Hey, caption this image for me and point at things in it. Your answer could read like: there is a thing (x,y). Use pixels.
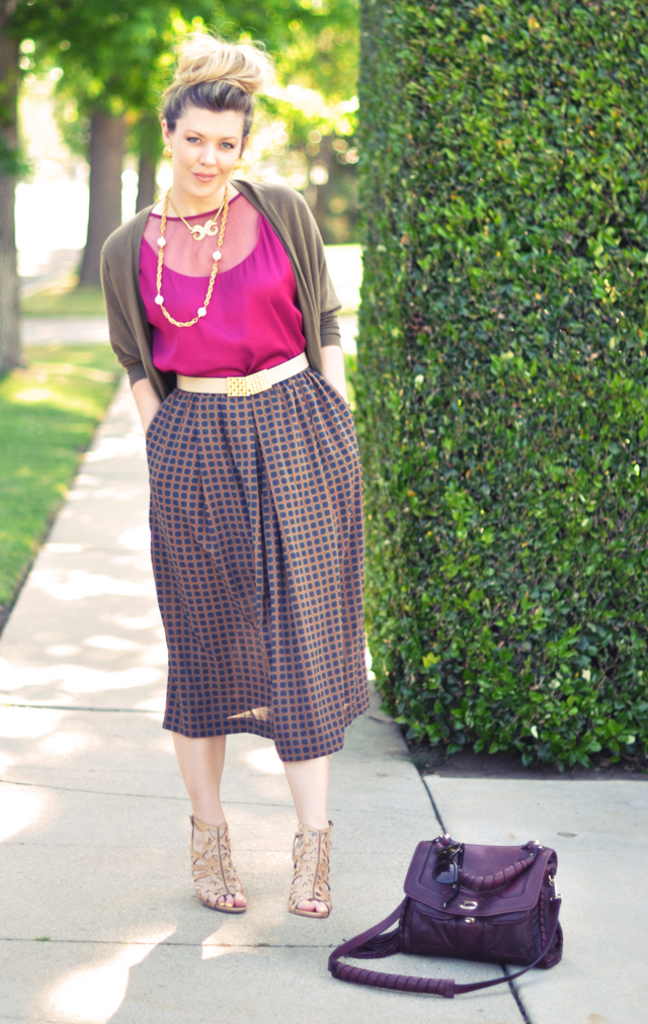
In the middle of the image (345,510) a woman (137,400) is standing and smiling behind her there are some trees (342,122). Bottom left side of the image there is grass (41,379). Bottom right side of the image (480,985) there is a bag (480,893).
